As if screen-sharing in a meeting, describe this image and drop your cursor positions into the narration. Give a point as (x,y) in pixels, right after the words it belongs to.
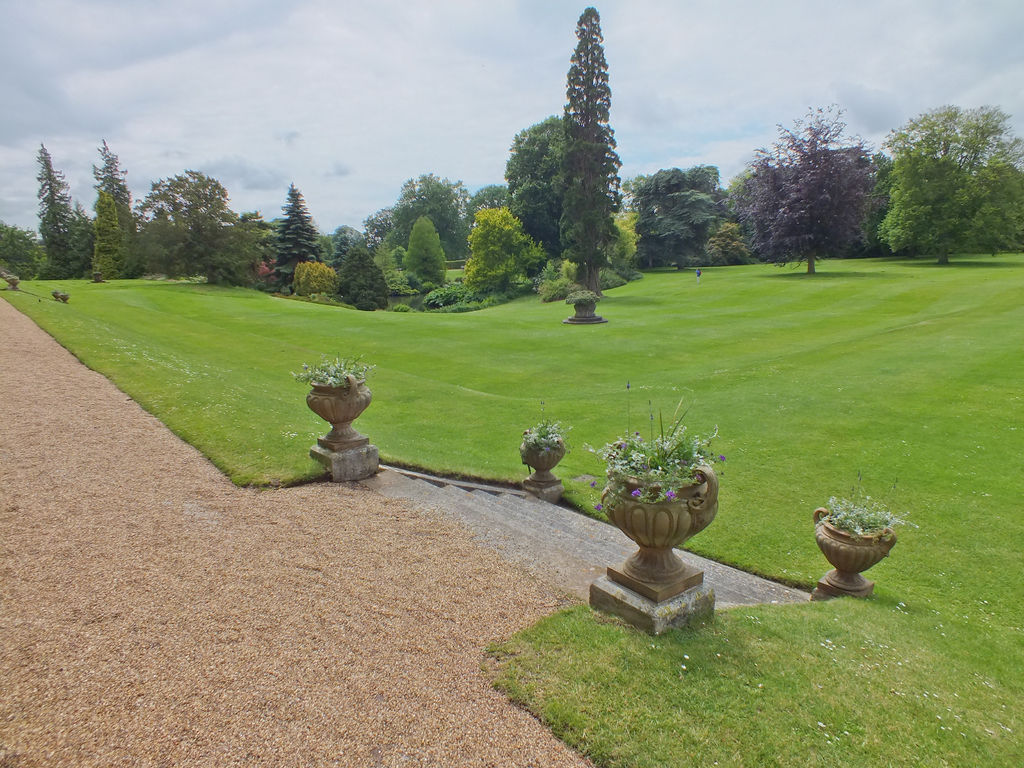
In this image we can see sand (439,532), stairs (562,520), potted plants (867,551), grass (688,378) and in the background (506,125) there are trees (557,171) and sky (544,86).
